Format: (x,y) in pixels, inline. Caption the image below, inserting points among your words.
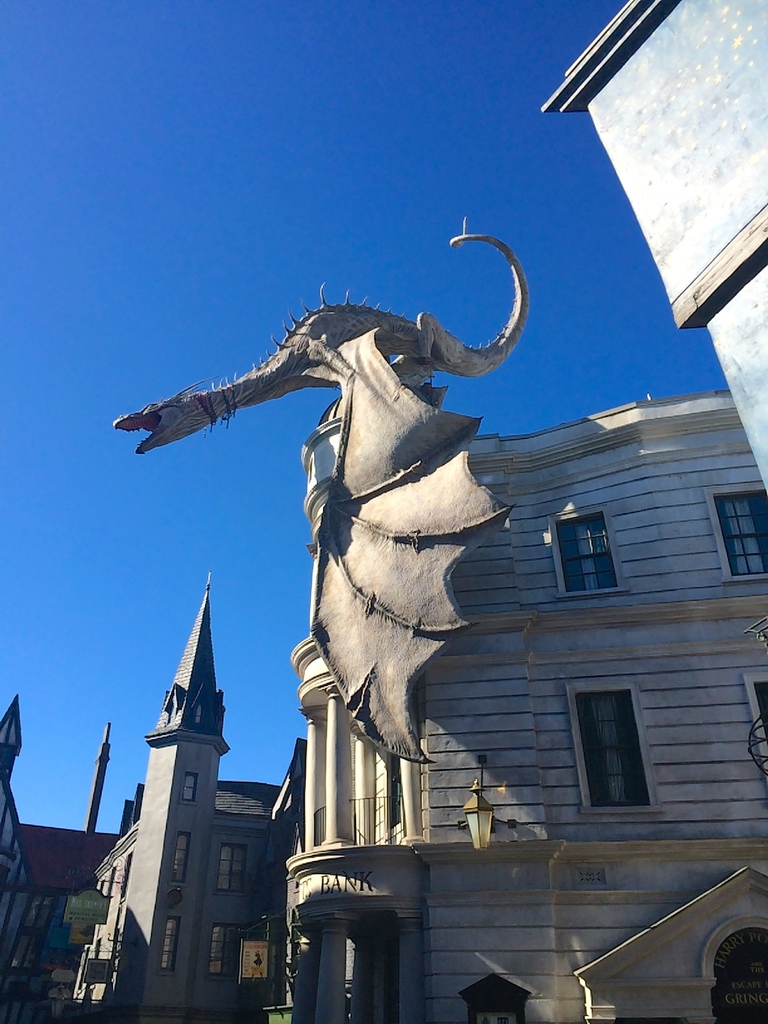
In this picture we can see buildings (38,962) with windows (19,962), boards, statue (274,393) and in the background (293,263) we can see the sky (186,327).
